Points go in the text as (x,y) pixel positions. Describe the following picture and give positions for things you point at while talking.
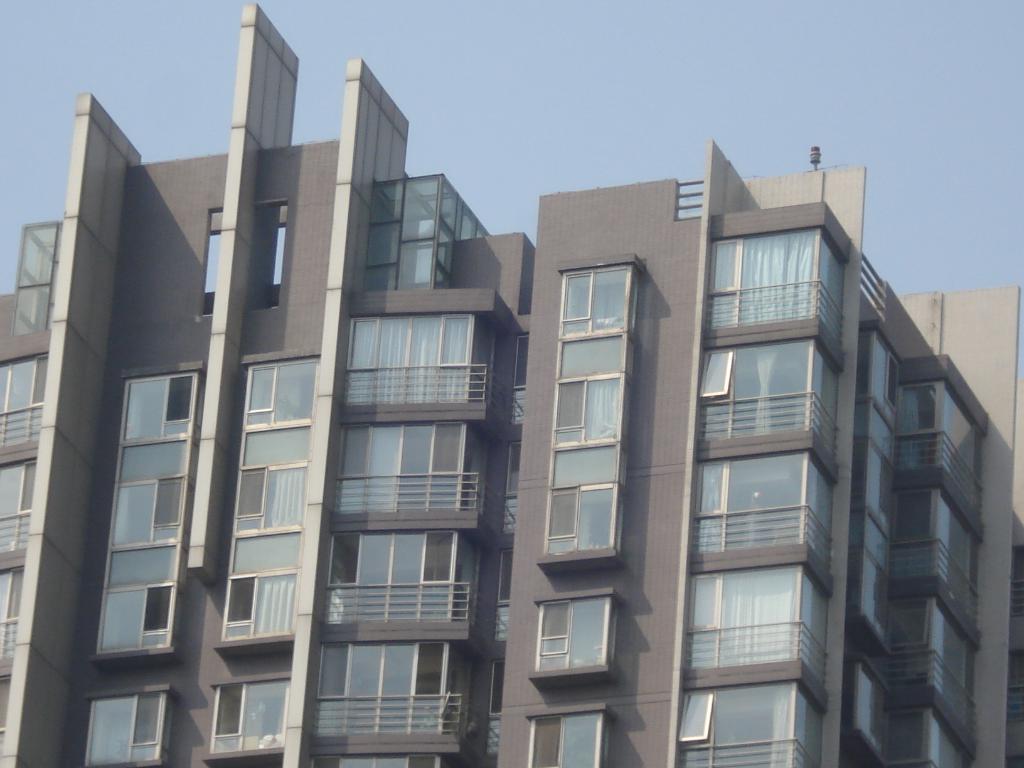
In this image we can see buildings (491,379), windows (601,344), curtains (418,379), also we can see the sky (744,70).
